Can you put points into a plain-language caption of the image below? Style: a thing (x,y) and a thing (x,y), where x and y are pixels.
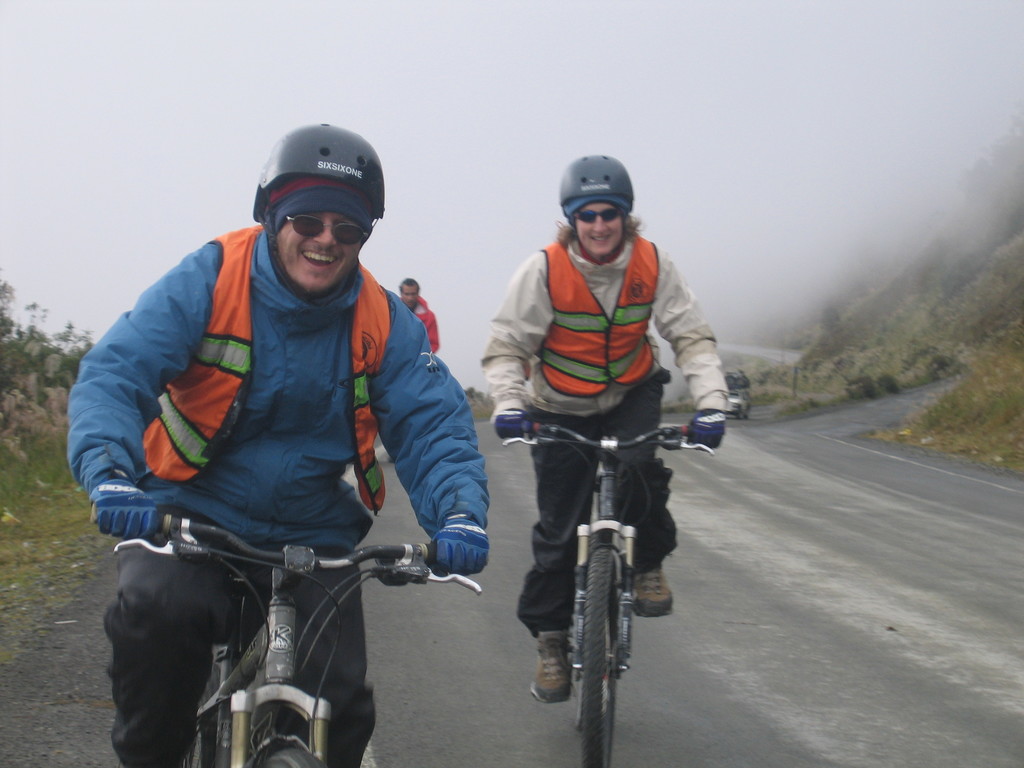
In this image in the foreground (604,401) there are two persons (394,420) who are sitting on a cycle (267,551) and riding, in the background (422,295) there is one person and one car (739,408). At the bottom (377,641) there is road (873,480), in the background (703,199) there are some mountains (758,400) and trees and fog (618,128).
